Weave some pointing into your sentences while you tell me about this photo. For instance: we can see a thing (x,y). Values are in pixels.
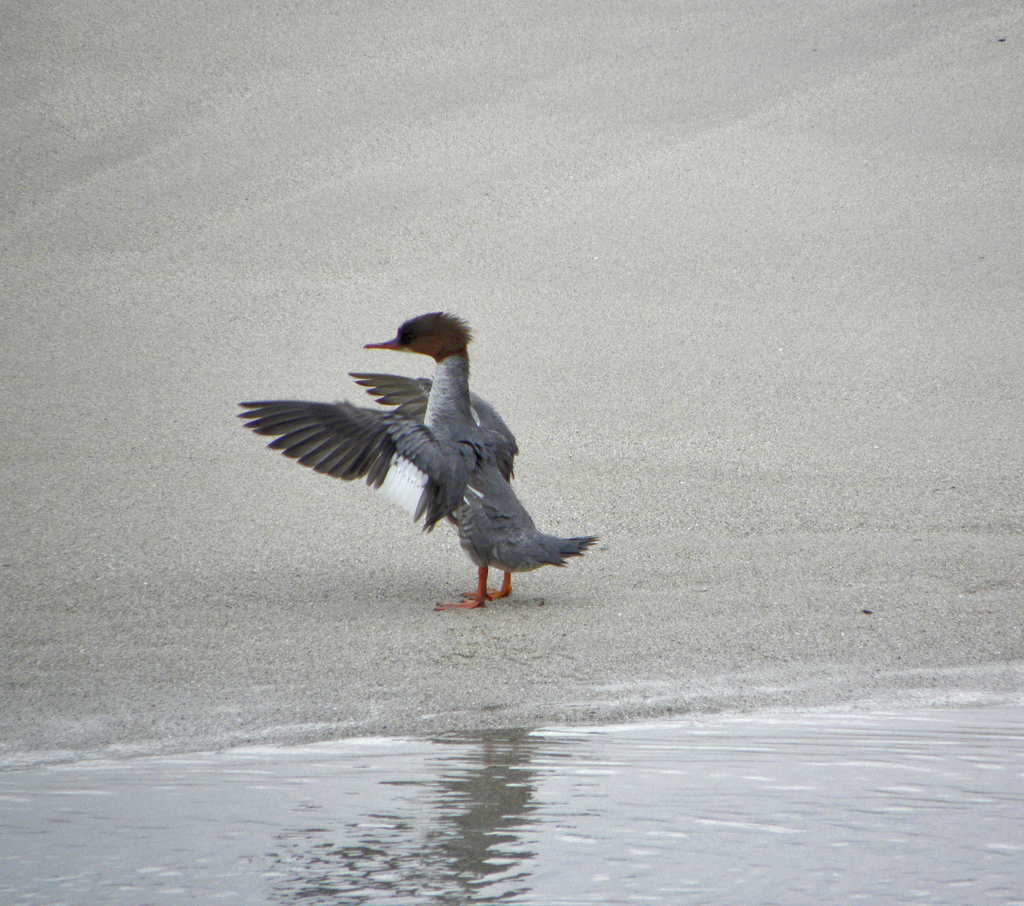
In this image we can see water (756,764) and a bird (465,553) on the ground (444,562).
